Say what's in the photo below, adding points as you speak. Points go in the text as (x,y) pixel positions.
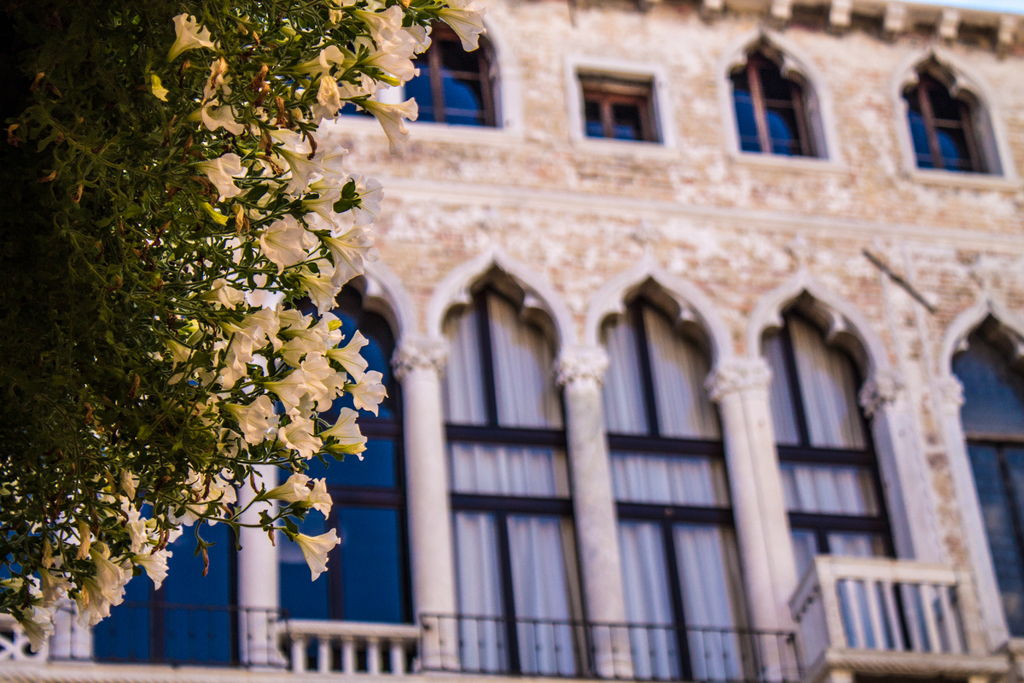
Left side of image (110,181) there are few plants (101,371) having leaves (166,376) and flowers (140,554) to it. Behind there is a building (508,453) having windows (629,350).
